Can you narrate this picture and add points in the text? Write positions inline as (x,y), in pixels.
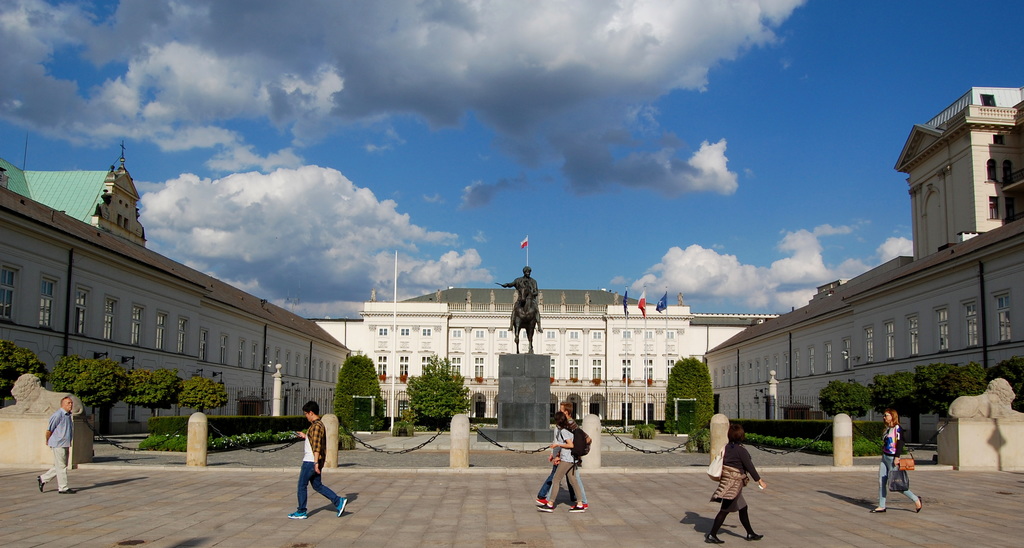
At the bottom of this image (883,461), there are persons (69,439) in different color dresses (56,437), walking on the road (890,520). In the background (97,397), there are statues (518,298), trees (450,373), plants (219,438), buildings (126,205) and there are clouds (708,22) in the blue sky (664,103).
